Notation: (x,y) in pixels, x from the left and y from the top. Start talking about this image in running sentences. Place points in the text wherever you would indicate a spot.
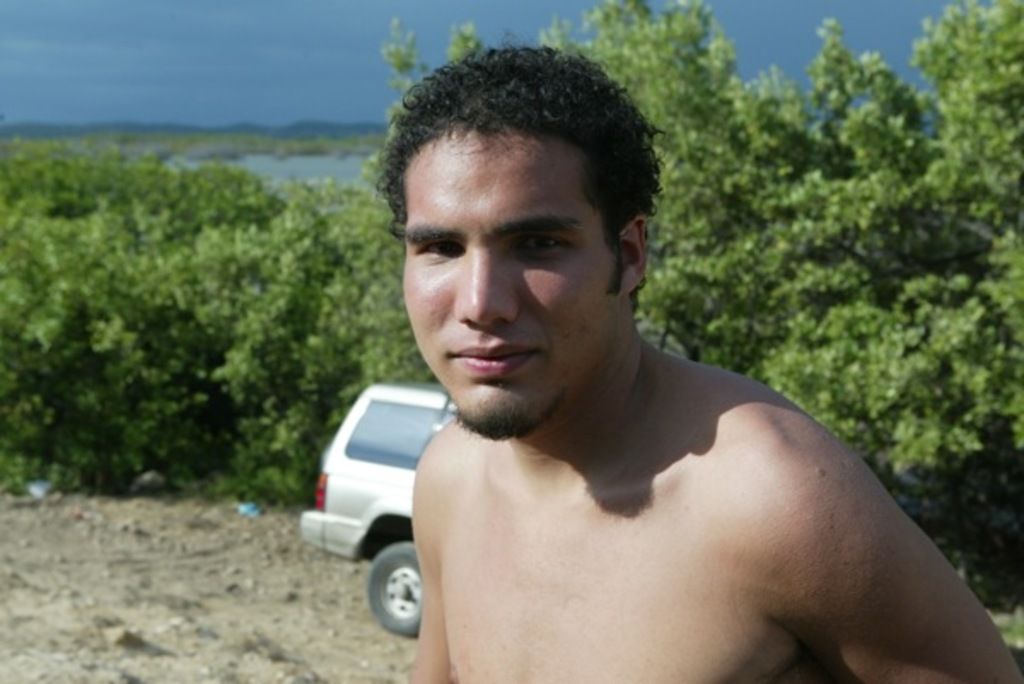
In this image there is one person (537,561) standing in the bottom of this image (594,621) and there is a car (371,501) in the back side (367,488) to this person (521,545) and there are some trees (58,276) in the background (692,236). There is a sky (187,91) on the top of this image (268,72).
